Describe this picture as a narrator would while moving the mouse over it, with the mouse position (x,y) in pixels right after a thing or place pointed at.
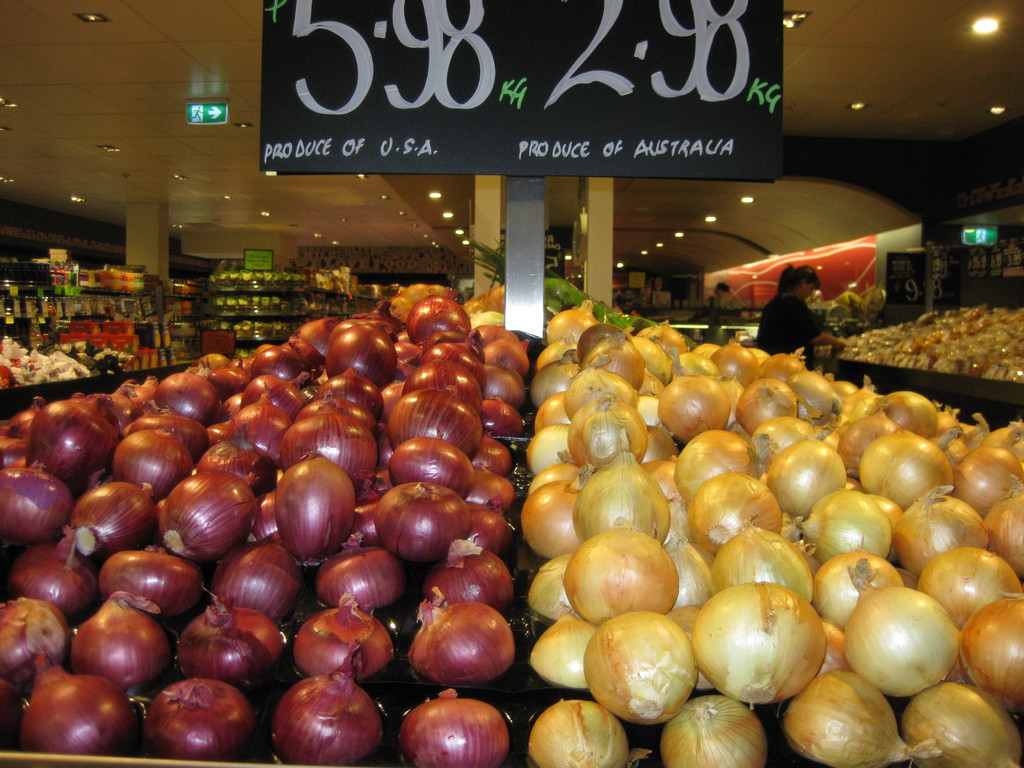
In this image we can see different colors of onions (584,443) and at the background of the image (291,281) there are some vegetables (498,245) and grocery products (53,285) in the market (291,322).
